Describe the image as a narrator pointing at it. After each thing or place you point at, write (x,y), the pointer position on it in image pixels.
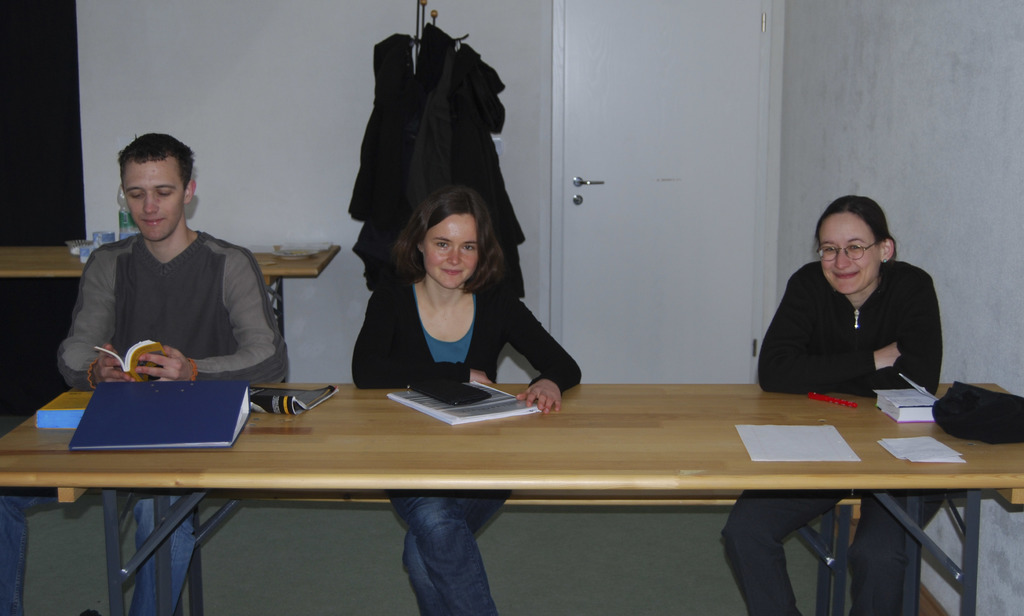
This picture is taken in a room (551,451). In the foreground of the picture (629,415) there is a desk (321,414), on the desk (823,482) there are books (897,414), files (178,411), papers (941,450), and a bag (943,412). In front of the desk (398,408) there are three people (153,251) seated. In the background (221,44) there is a wall (408,31) and a door (640,149). To the wall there is a hanger (420,43). On the top left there is a table (317,260), on the table (59,263) there is a water bottle (127,226).
